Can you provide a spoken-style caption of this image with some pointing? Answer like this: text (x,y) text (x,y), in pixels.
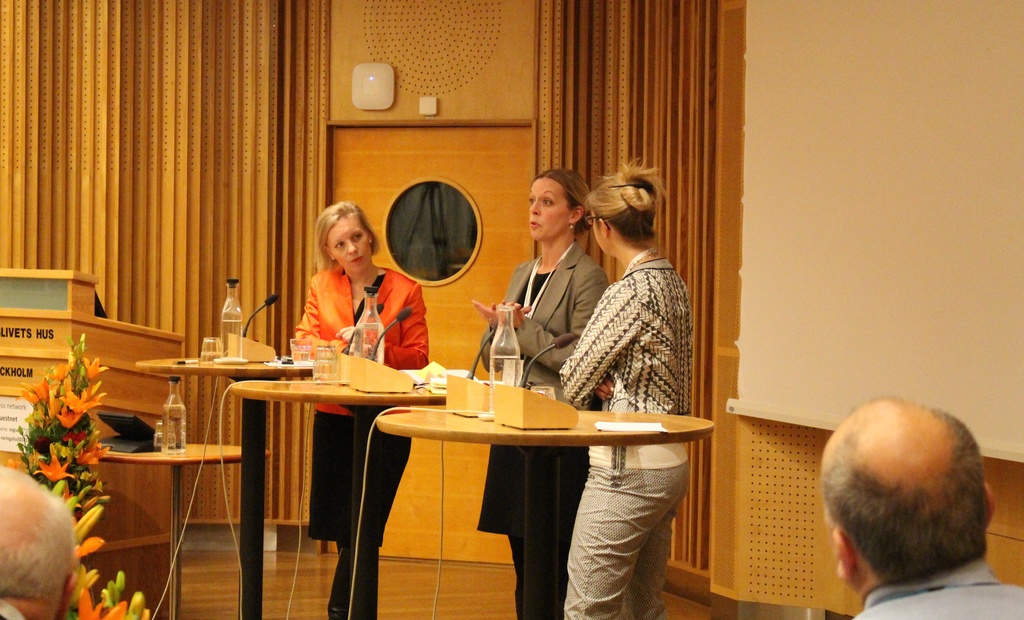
In this picture we can see three persons (512,558) standing on the floor (472,601). These are the tables (249,430). On the table (403,427) there is a bottle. And this is mike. On the background (442,63) we can see the wall (261,279). And this is a flower vase (99,402).
